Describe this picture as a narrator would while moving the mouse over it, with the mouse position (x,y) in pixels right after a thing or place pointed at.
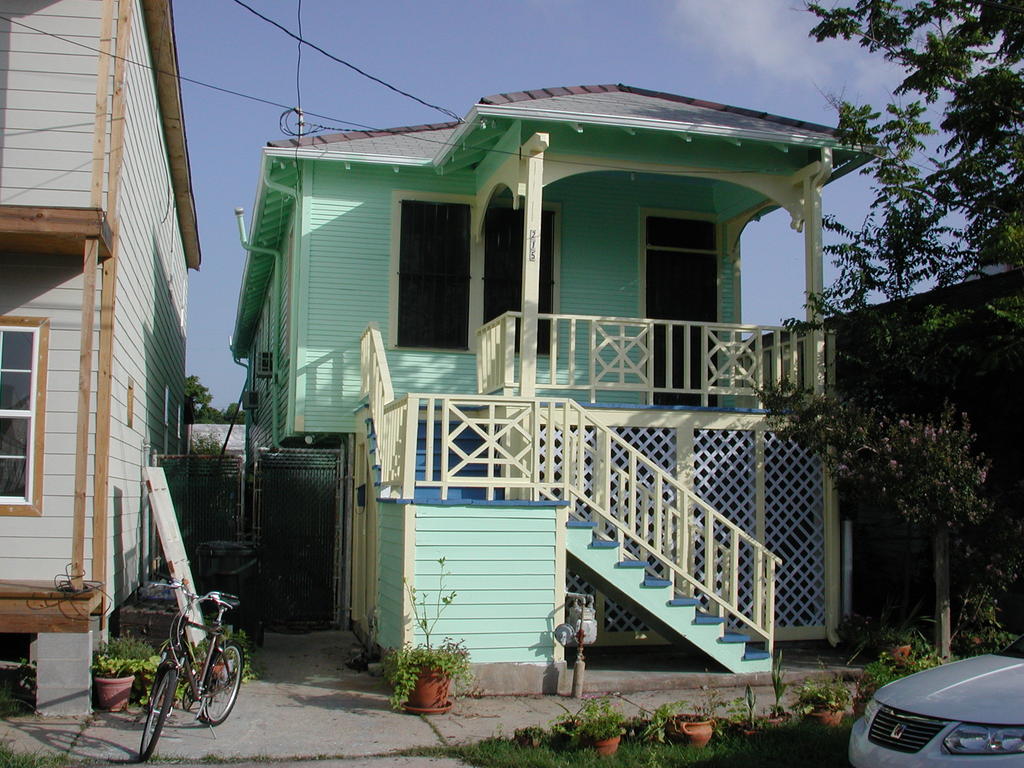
This image consists of houses (550,524). It looks like they are made up of wood (531,391). At the bottom (618,744), we can see potted plants (392,701) and green plants (823,729) on the ground (333,753). On the left (228,660), there is a cycle (227,647). On the right (955,738), there is a car (939,674) along with the trees (914,315). At the top (540,12), there is the sky (457,76).
